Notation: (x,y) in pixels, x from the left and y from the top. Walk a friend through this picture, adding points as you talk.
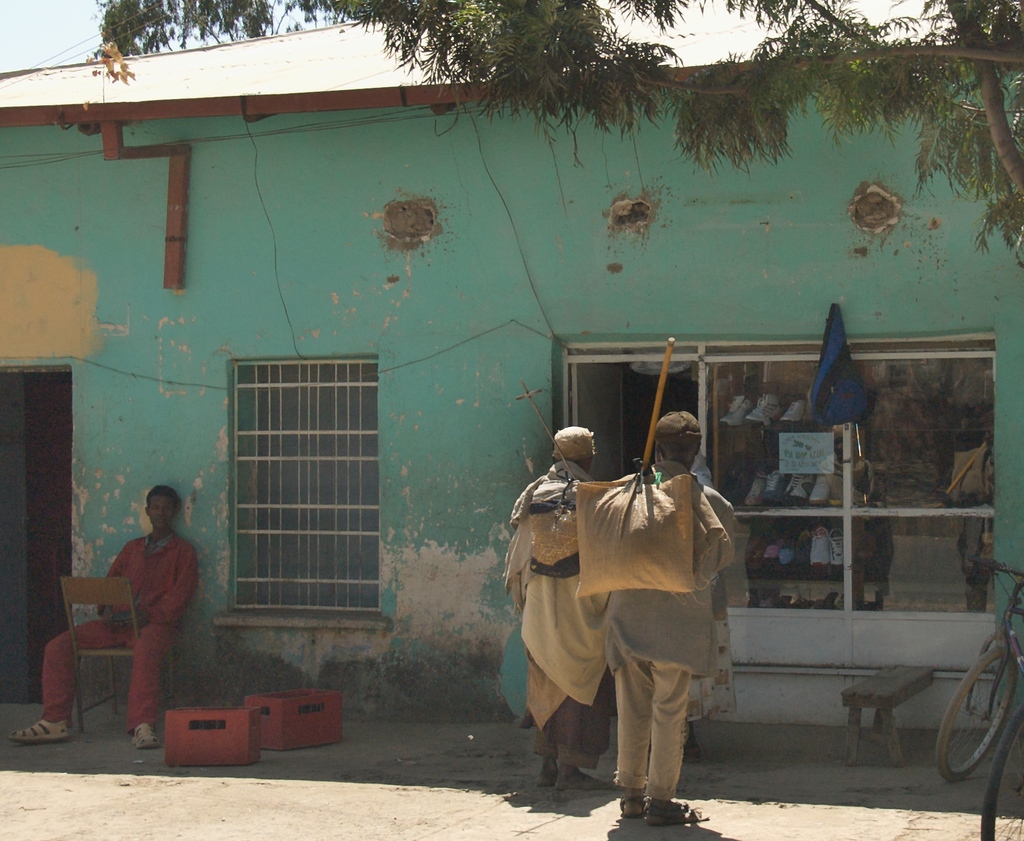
In this picture I can see a person (141,557) sitting on the chair (109,581) on the left side (130,565). I can see the wooden table (870,701) on the right side (885,703). I can see the tree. I can see the bicycles (997,763). I can see two people (561,608) standing on the right side (686,613). I can see the store (985,389). I can see glass windows (375,446).
